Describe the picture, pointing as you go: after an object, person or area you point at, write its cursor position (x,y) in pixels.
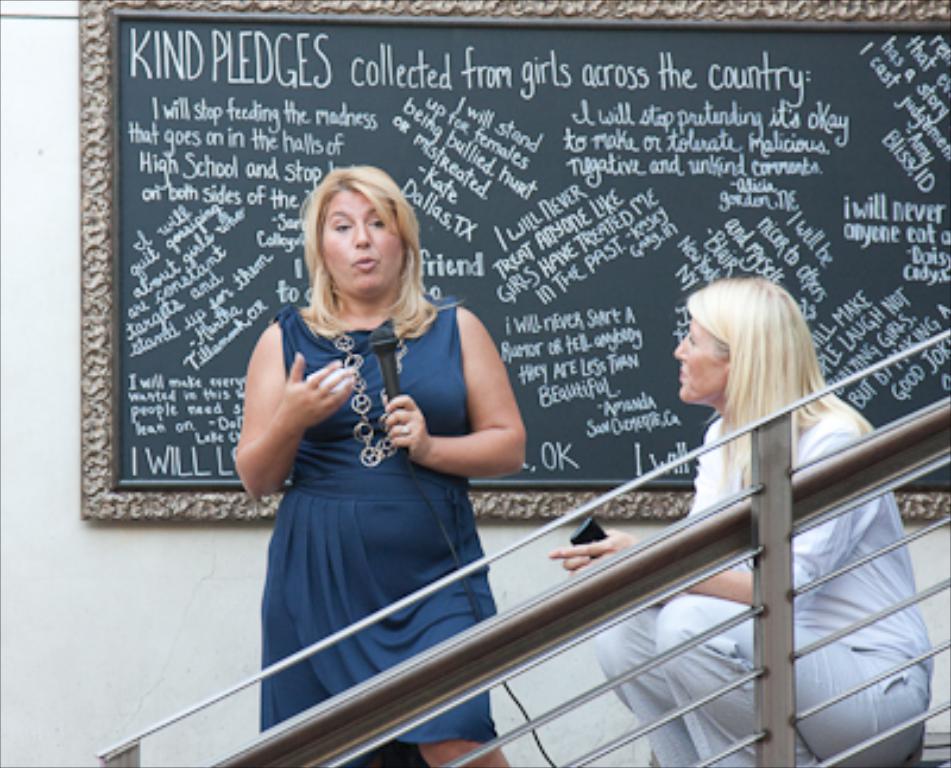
In the center of the image (337,377) we can see a lady (449,407) is standing on the stairs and holding a mic (390,376) and talking. On the right side of the image (747,383) we can see a lady (825,570) is sitting on the stairs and holding a mobile (602,537). In the background of the image (67,549) we can see the wall (72,211) and board (714,206). At the bottom of the image (634,600) we can see the grilles (721,568).
